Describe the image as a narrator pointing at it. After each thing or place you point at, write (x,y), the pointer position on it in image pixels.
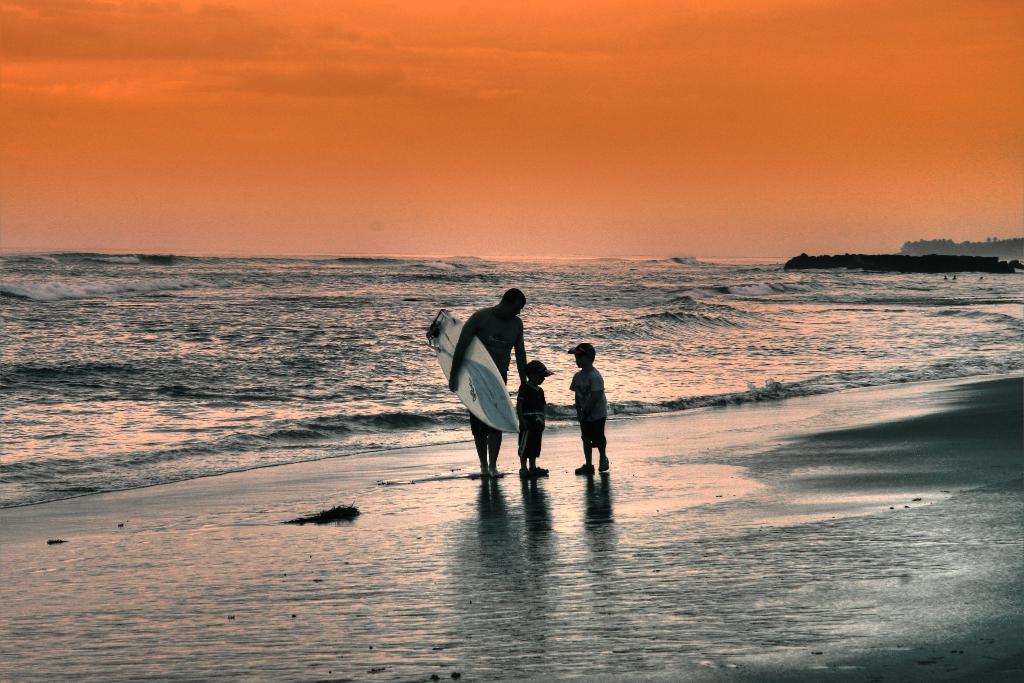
In this image, few peoples (523,371) are standing near the sea (350,396). A man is surfboard (480,377) on his hand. We can see background (590,221) the sky (462,233).
